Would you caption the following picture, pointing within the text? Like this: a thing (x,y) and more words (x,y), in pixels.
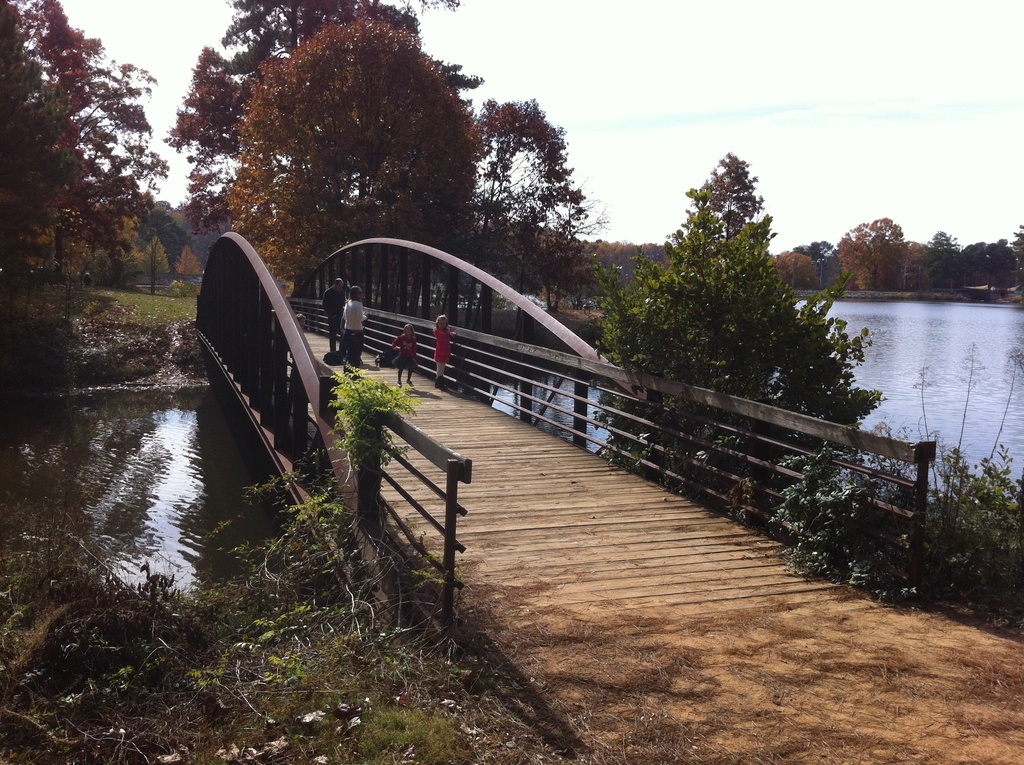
In this picture there is a bridge (511,451) in the center of the image (476,435) and there is water (1018,447) under the bridge (380,468), there is greenery (112,115) around the area of the image, there are people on the bridge (240,302).
